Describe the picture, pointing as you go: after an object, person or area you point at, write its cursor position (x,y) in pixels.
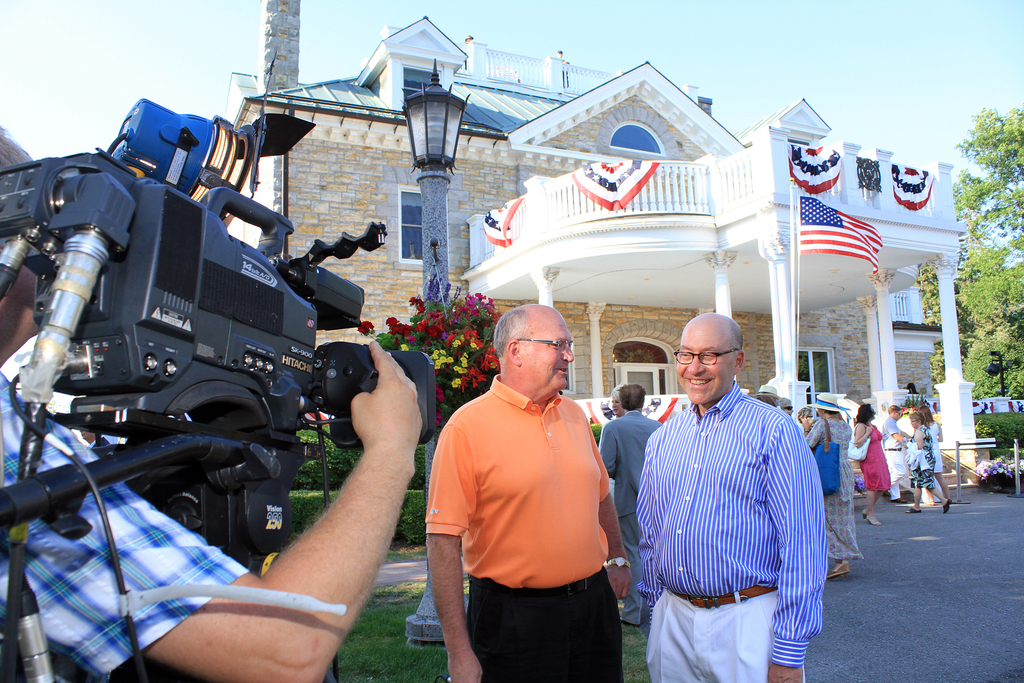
In this picture we can see some people (779,471) are standing and some people (844,502) are walking, a person (156,552) on the left side (243,517) is holding a video camera (180,373), at the bottom (423,651) there is grass (422,661), we can see a pole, a light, flowers (440,341), bushes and a flag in the middle (458,335), in the background (1009,331) there are trees (1002,280) and a building (528,179), we can see the sky (845,43) at the top of the picture (853,44).
